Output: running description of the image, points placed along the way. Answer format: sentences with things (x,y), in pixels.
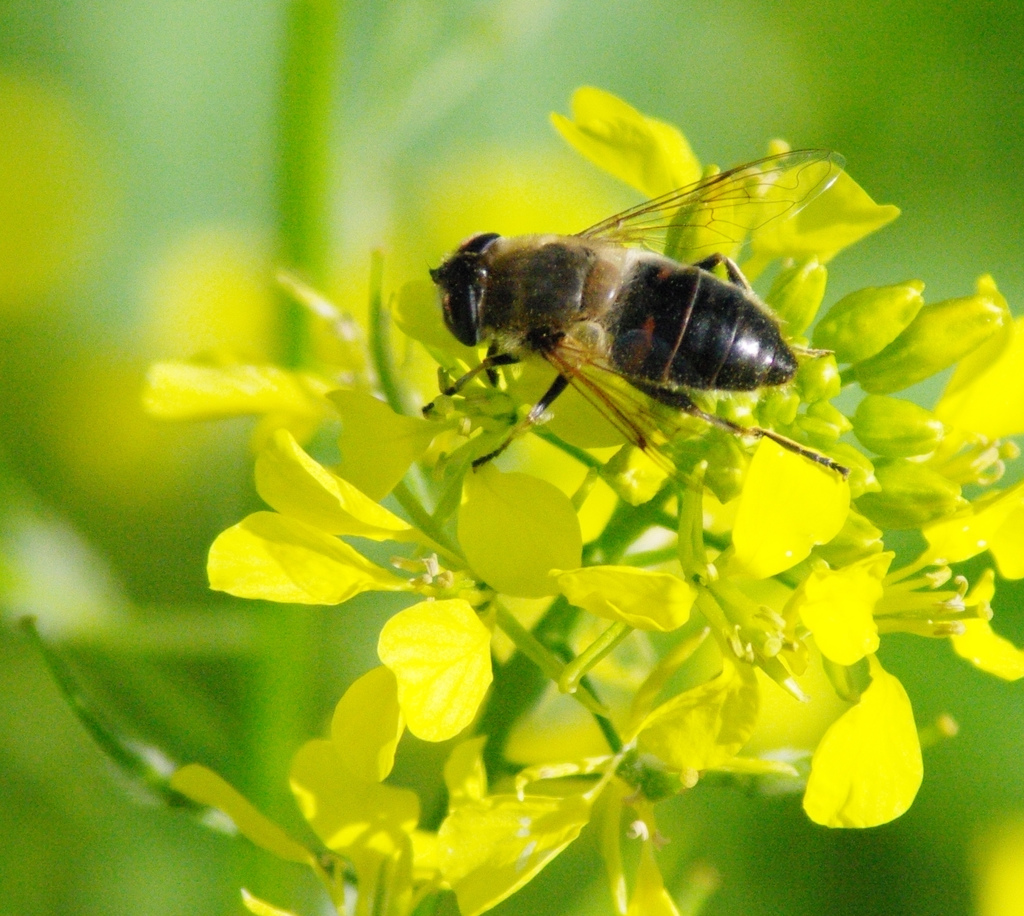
In the image there is a bee (623,368) standing on yellow flower plant (586,568) and the background (17,29) is blurry.
